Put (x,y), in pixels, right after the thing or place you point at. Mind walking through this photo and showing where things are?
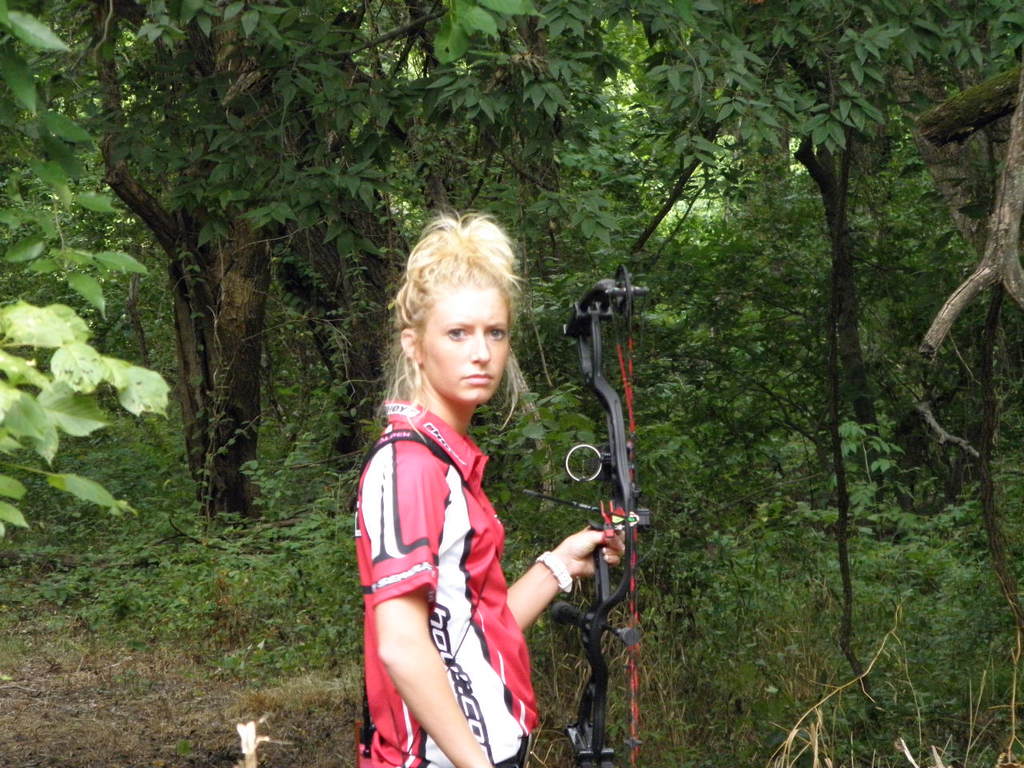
In this picture we can see a woman (470,316) holding a bow (609,629) in her hand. There are few trees (599,128) in the background (903,264).
